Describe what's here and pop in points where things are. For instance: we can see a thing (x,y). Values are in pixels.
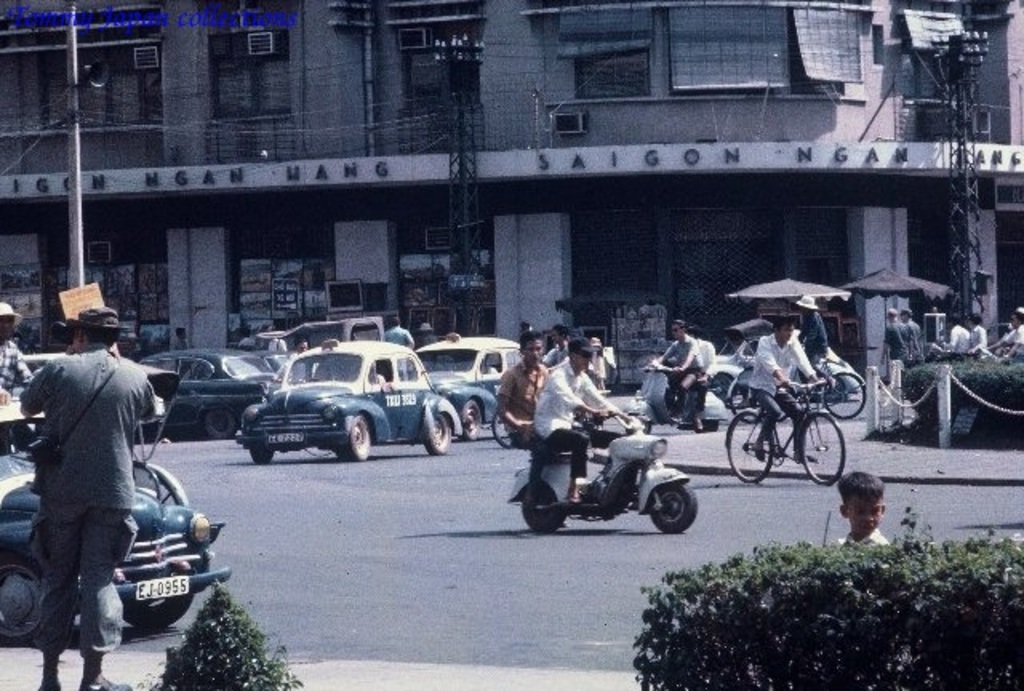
This is a picture taken in a town (278,409) on the road (381,488). In the foreground of the picture (364,676) there pavement (342,680), on the pavement (396,677) there are plants (214,622), a person (118,514) and a kid (874,509). In the center of the picture (358,362) there are many vehicles (324,415) on the road (186,471). To the right (925,396) there is a railing (870,402). In the background (758,193) there is a building (402,131). On the left (75,249) there is a pole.
